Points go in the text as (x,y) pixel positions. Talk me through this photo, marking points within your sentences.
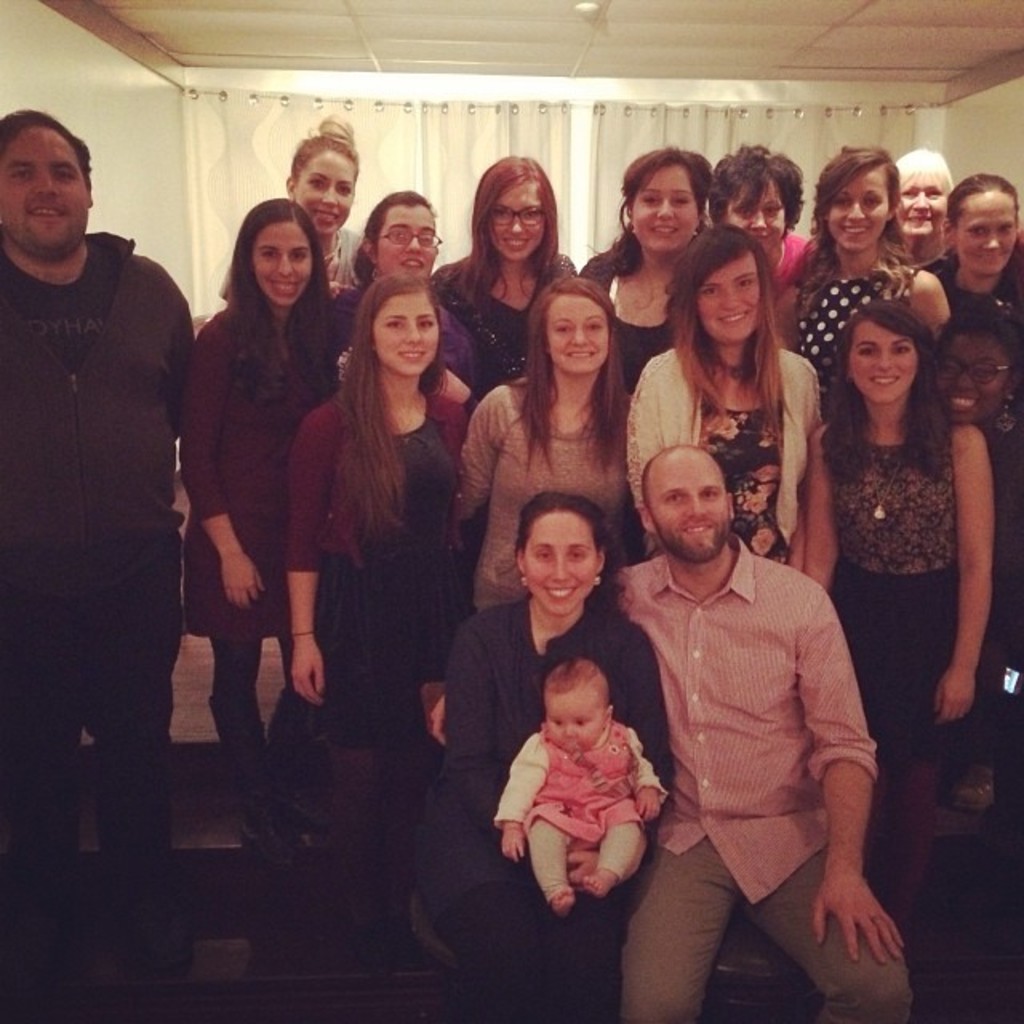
This picture describes about group of people (496,450), few are seated and few are standing, and they are all smiling, in the background (701,125) we can see curtains (712,137).
